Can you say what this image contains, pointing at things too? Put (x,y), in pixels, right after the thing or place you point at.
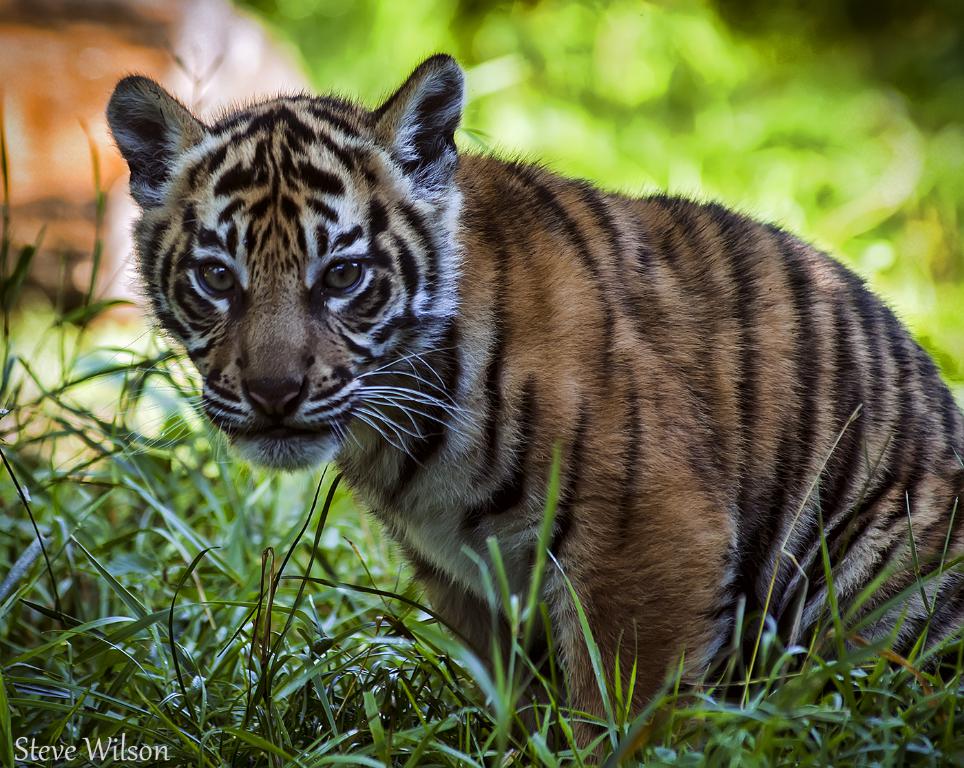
In the center of the image (402,297), we can see a tiger (437,207) and the background (568,54) is blurry. At the bottom (259,549), there is grass (179,670) and we can see some text (98,739).
